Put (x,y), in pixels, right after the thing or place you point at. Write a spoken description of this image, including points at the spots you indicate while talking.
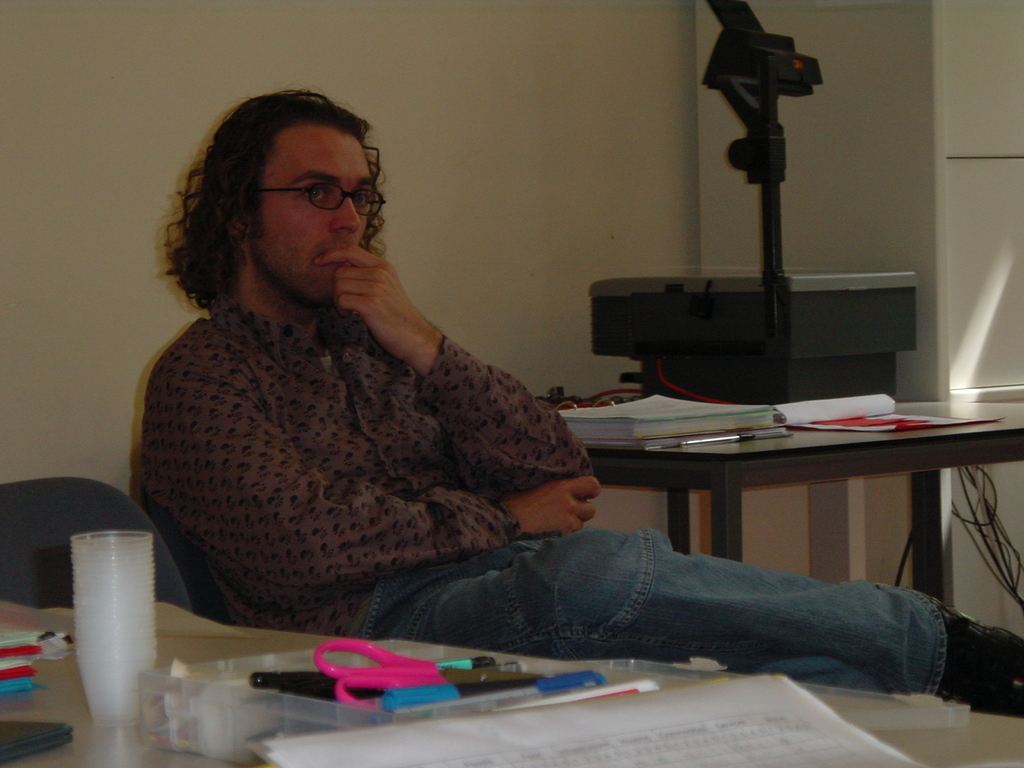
In this image there is a person (348,470) wearing floral shirt (349,471) sitting and at the left side of the image (260,679) there are some scissors (427,681), pens (469,662), cups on top of the table (592,704) and at the right side of the image (684,381) there is a book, pen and projector (751,311).
